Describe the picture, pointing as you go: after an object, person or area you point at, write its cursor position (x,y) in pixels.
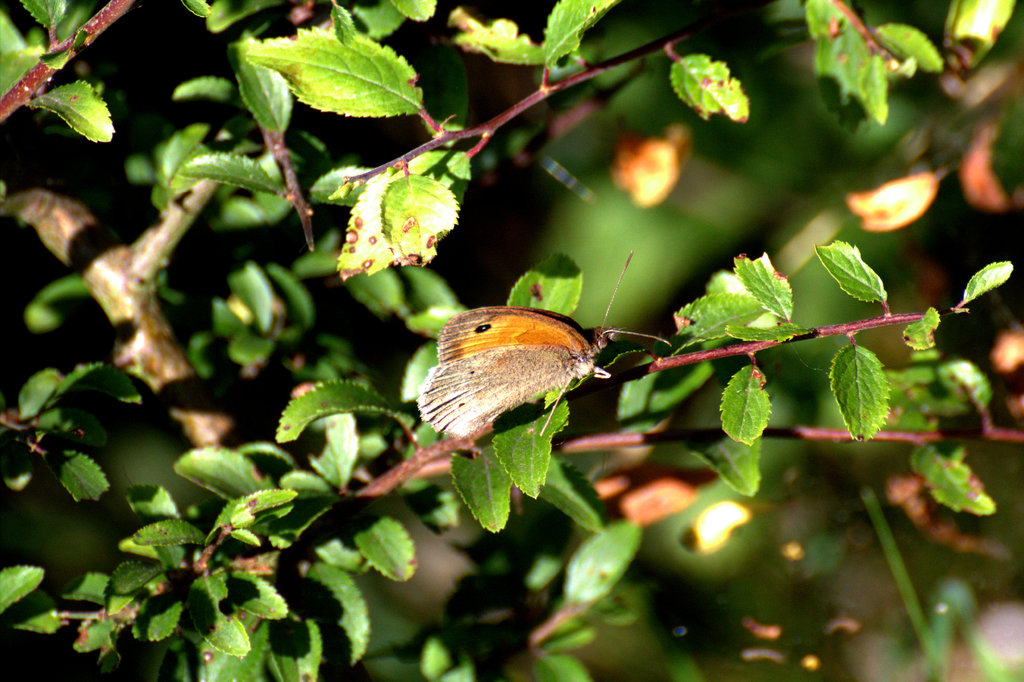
in this image we can see stems (338,505), leaves (316,465) and butterfly (479,327).
